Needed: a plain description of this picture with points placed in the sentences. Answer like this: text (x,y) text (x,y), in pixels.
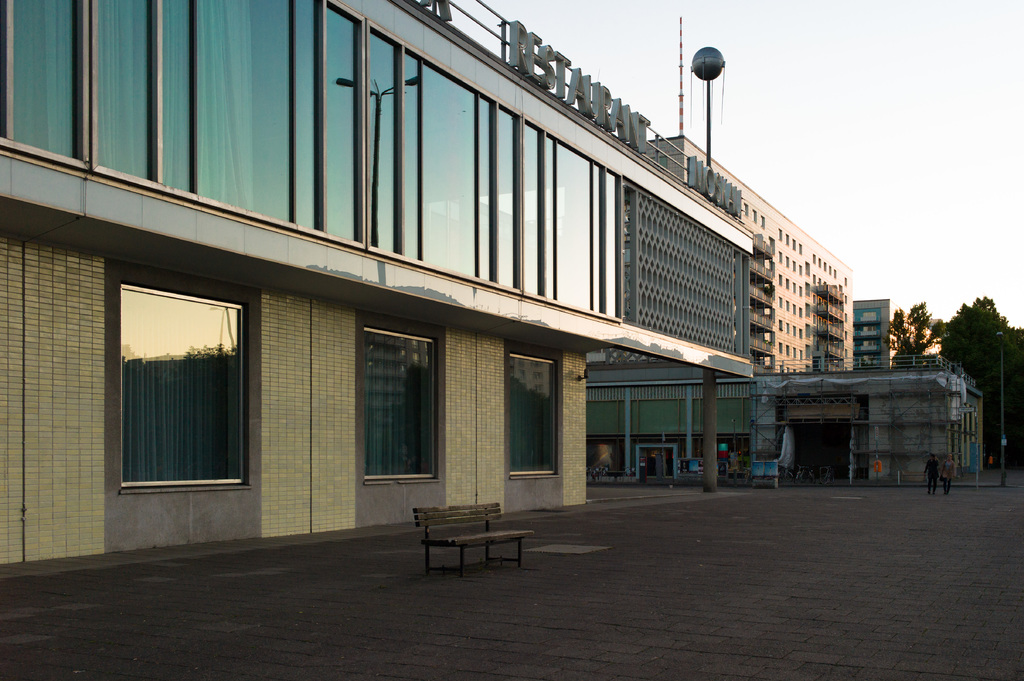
In the picture we can see the buildings (81,534) and glasses (173,407) in it and beside it, we can see some trees (965,337) and in the background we can see a sky (807,148).
